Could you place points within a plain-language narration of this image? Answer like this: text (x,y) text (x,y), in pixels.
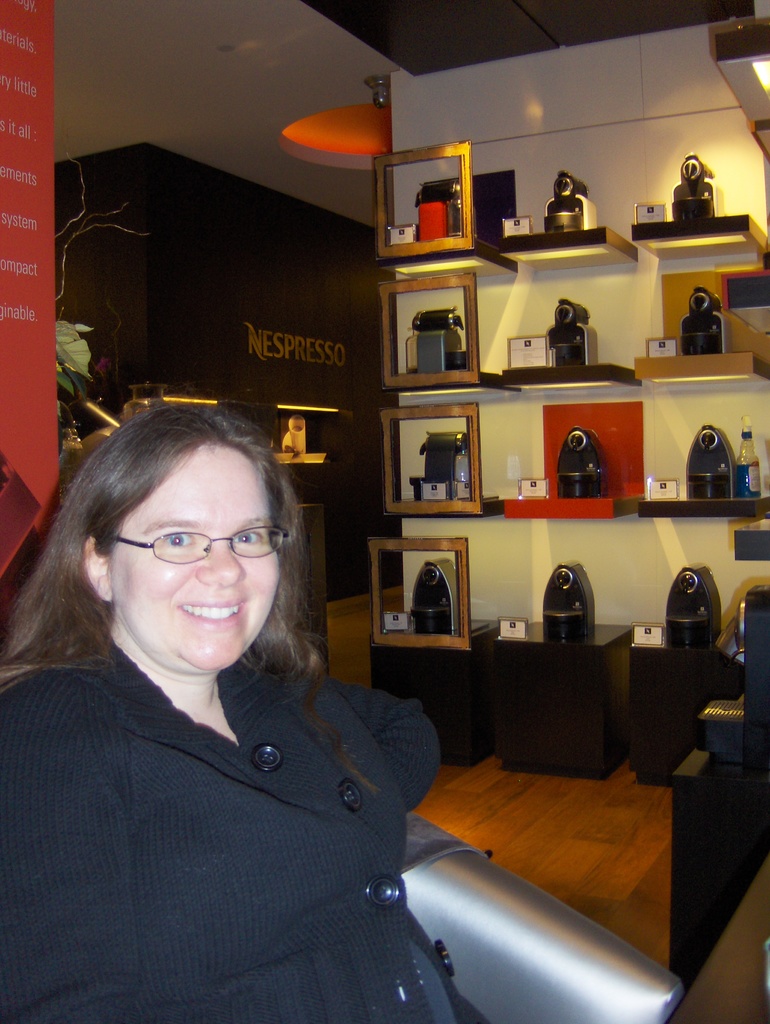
In this image I can see a woman (300,887) is smiling. The woman (238,815) is wearing black color clothes (206,832) and spectacles (171,556). In the background (514,398) I can see some objects (689,612) and white color wall (542,399). On the left side (242,347) I can see something written on a black color object (297,360). Here I can see lights (769,93).
